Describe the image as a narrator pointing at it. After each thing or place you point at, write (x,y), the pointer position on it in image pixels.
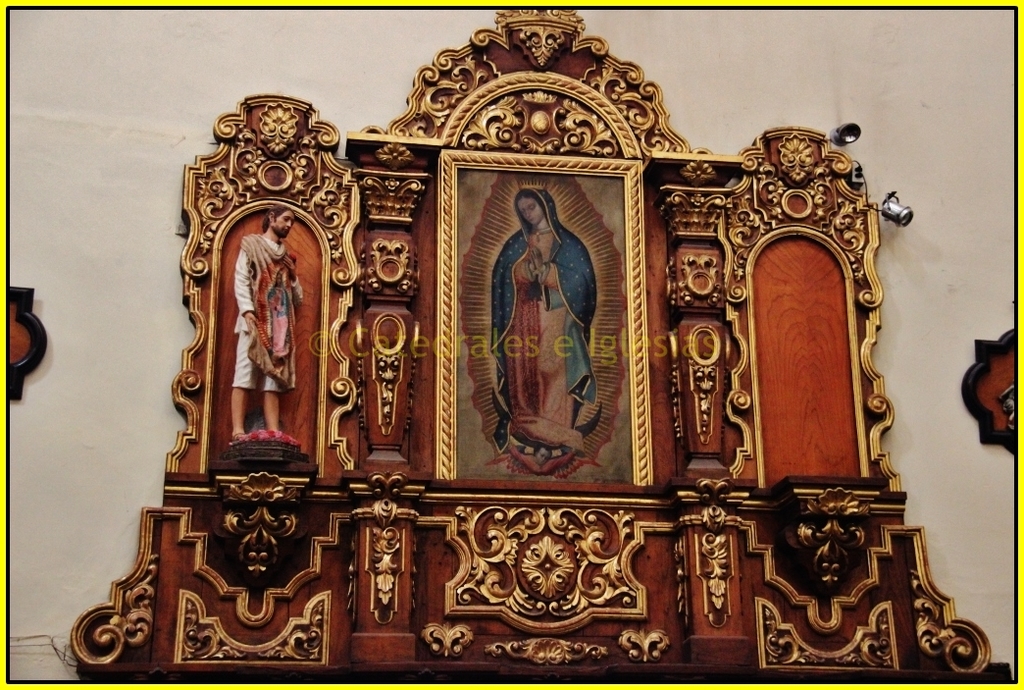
In the middle of the image (482,323) we can see a frame (594,242) on the wall (145,156).
